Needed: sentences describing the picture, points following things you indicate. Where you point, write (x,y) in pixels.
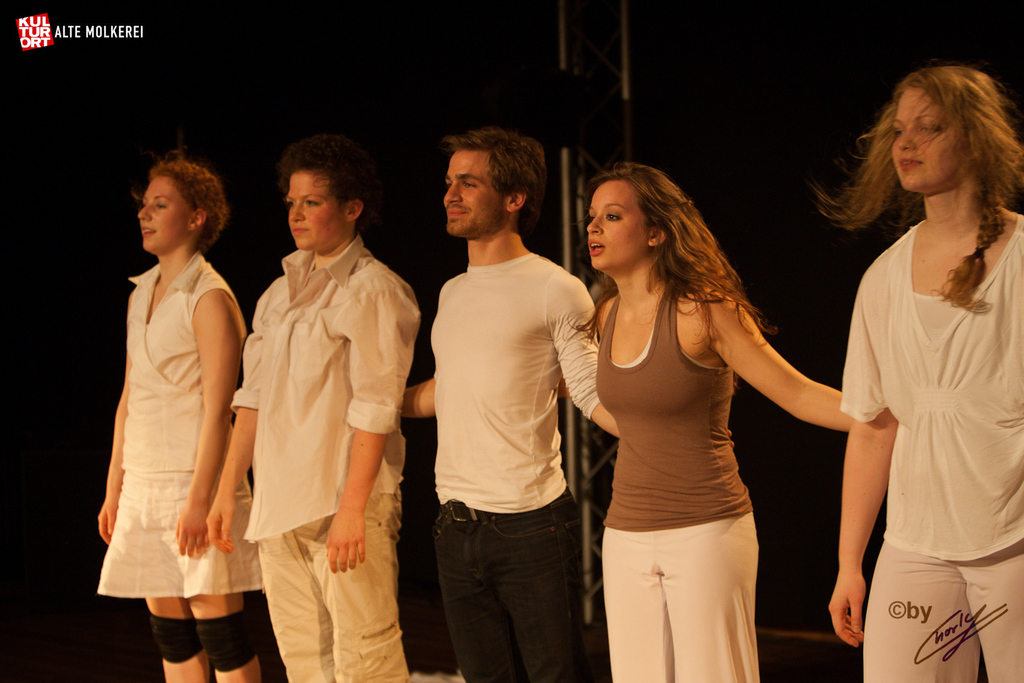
In this picture we can see there are five persons (500,407) standing. Behind the people (564,352) there is a truss (580,160) and the dark background (566,232). On the image there are watermarks (951,638).
